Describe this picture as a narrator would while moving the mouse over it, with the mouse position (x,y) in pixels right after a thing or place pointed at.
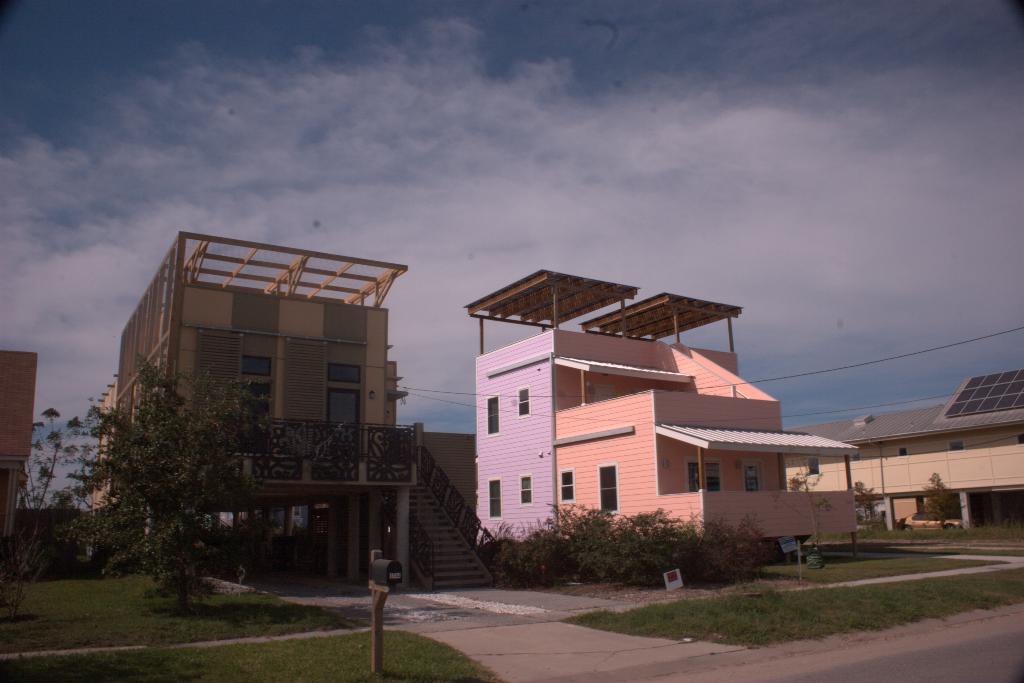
In this image we can see three buildings (494,359), one is in brown color, the other one is in orange and pink color and the third one is in cream color. In front of it plants (565,549) and trees (170,551) are present. The sky (249,141) is in blue color with some clouds (681,234).
